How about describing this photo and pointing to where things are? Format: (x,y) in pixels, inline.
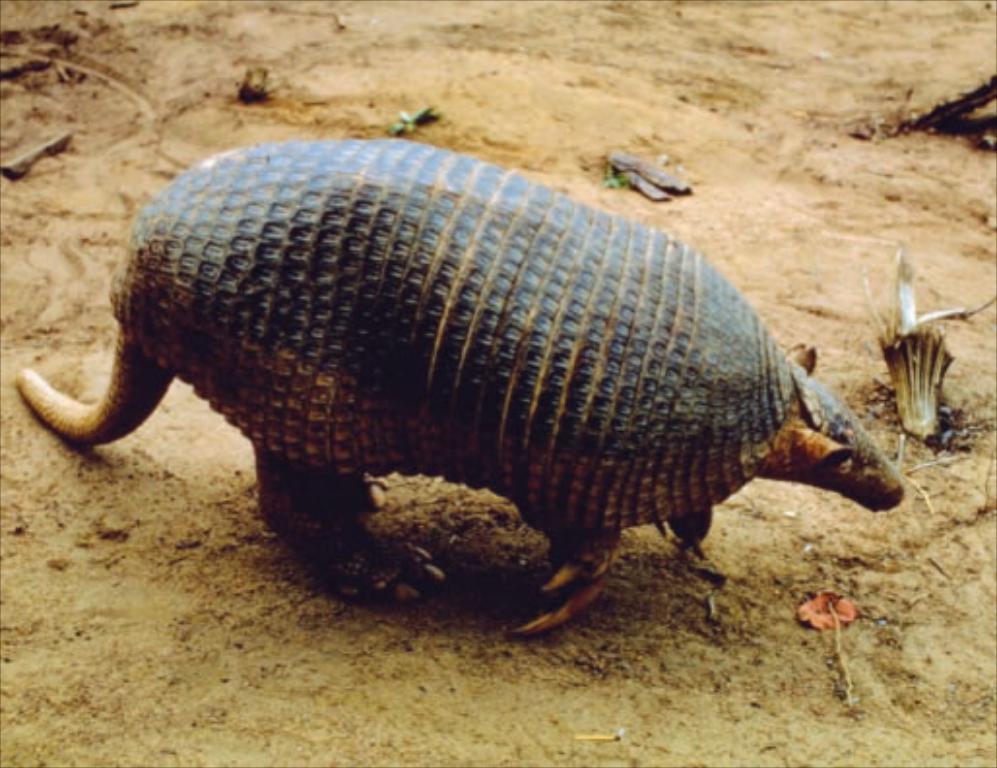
In the center of the image (468,308) there is a animal (472,304). At the bottom of the image (300,666) there is sand (293,646).
